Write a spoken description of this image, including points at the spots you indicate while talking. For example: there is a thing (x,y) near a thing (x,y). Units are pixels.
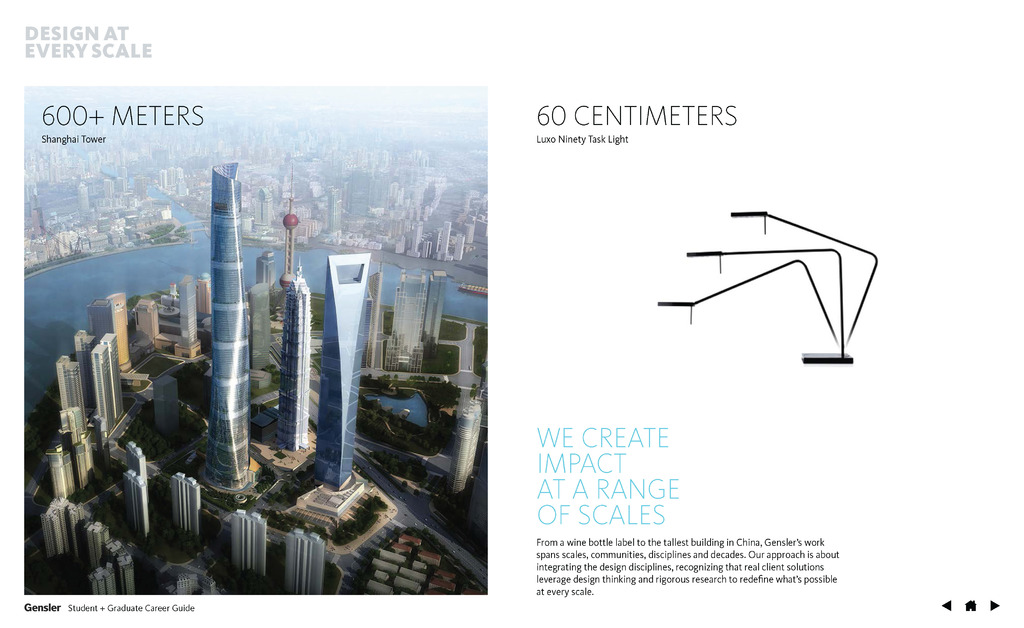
We can see poster (181,370), on this poster (241,420) we can see buildings (231,181) and water (130,261) and we can see stand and something written on this poster (622,487). In the background (603,219) it is white.
